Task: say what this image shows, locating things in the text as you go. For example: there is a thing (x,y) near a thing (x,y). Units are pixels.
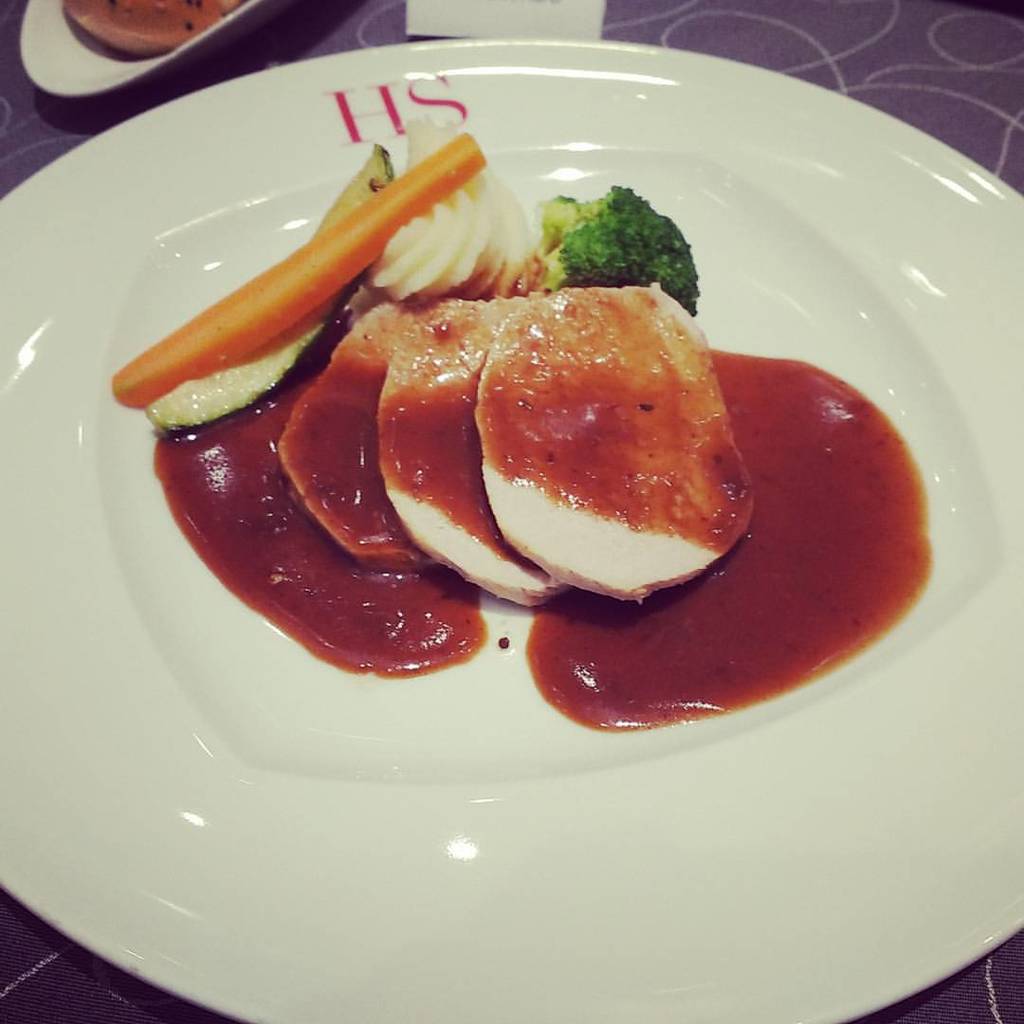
In this image I can see a white colored plate (509,770) and in the plate (645,740) I can see a food item (429,448) which is red, white, green and orange in color. I can see another bowl (138,73) on the purple colored surface (769,58).
